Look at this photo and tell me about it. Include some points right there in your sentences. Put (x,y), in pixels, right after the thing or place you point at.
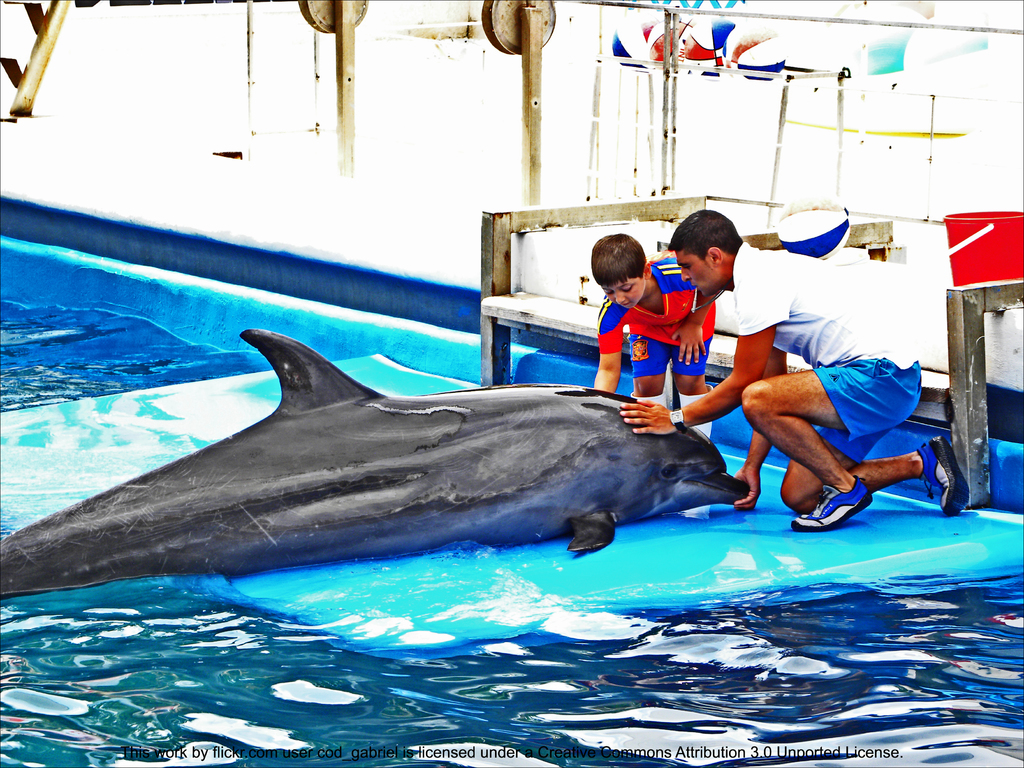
In this picture we can see man (736,355) and boy (631,311) touching dolphin (386,443) in water (548,639) and at back of them we can see a bench (612,224), bucket (1023,228), wooden sticks (539,134).
